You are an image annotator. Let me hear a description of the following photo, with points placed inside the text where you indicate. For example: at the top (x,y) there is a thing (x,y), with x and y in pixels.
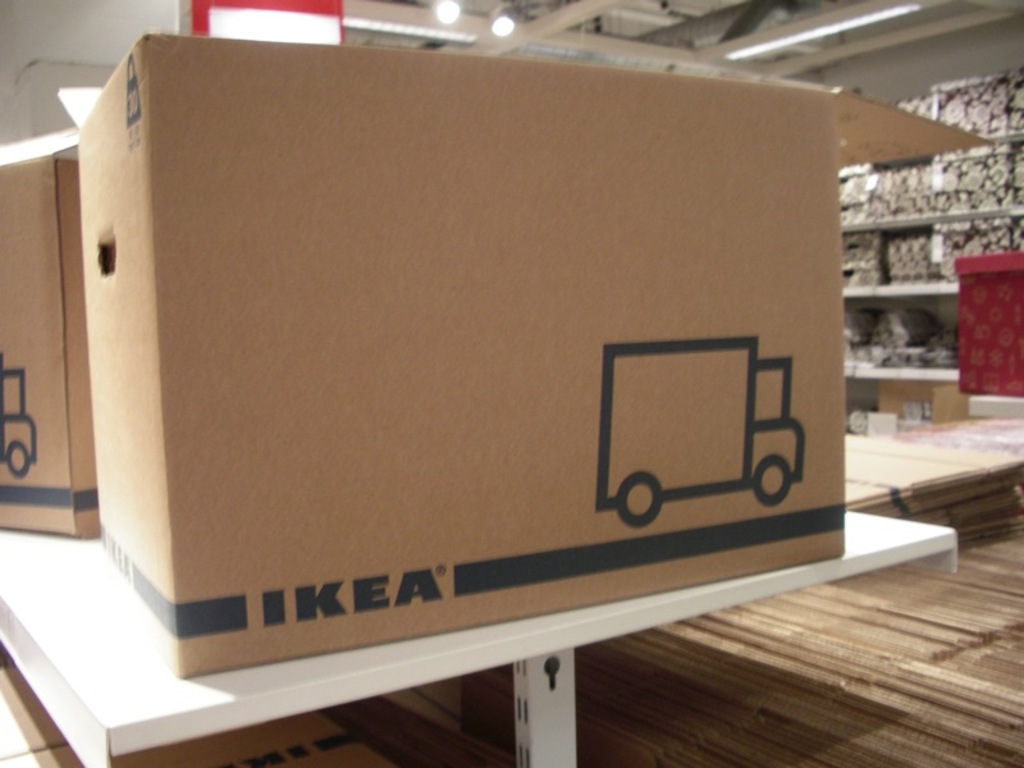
In the middle of the image (666,461) we can see a table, on the table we can see a some boxes (318,271). Behind the boxes (25,503) we can see a rack (997,220), in the rack (992,193) we can see some objects (983,171). At the top of the image (755,34) we can see ceiling (600,6) and lights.
